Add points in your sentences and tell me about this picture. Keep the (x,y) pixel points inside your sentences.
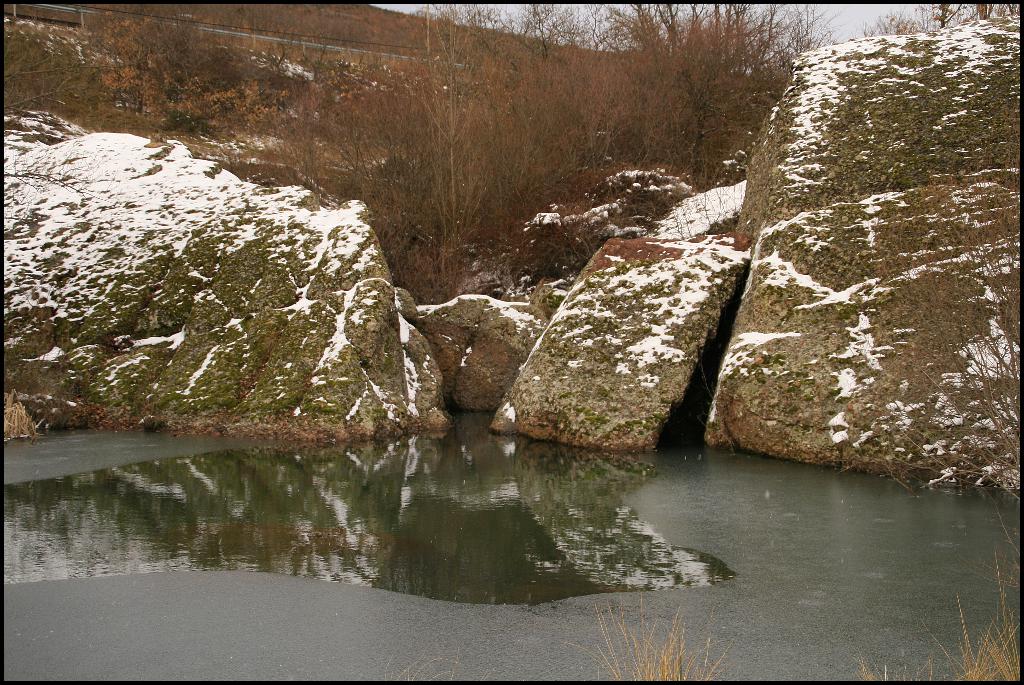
In this image we can see the lake (278,440), some rocks (675,245), one object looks like a bridge (204,25) at the top left side of the image (312,52), some grass (1000,190) on the rocks (520,330), some trees (507,255), some grass (640,637) on the bottom of the image (996,651) and at the top (887,25) there is the sky (895,12).
